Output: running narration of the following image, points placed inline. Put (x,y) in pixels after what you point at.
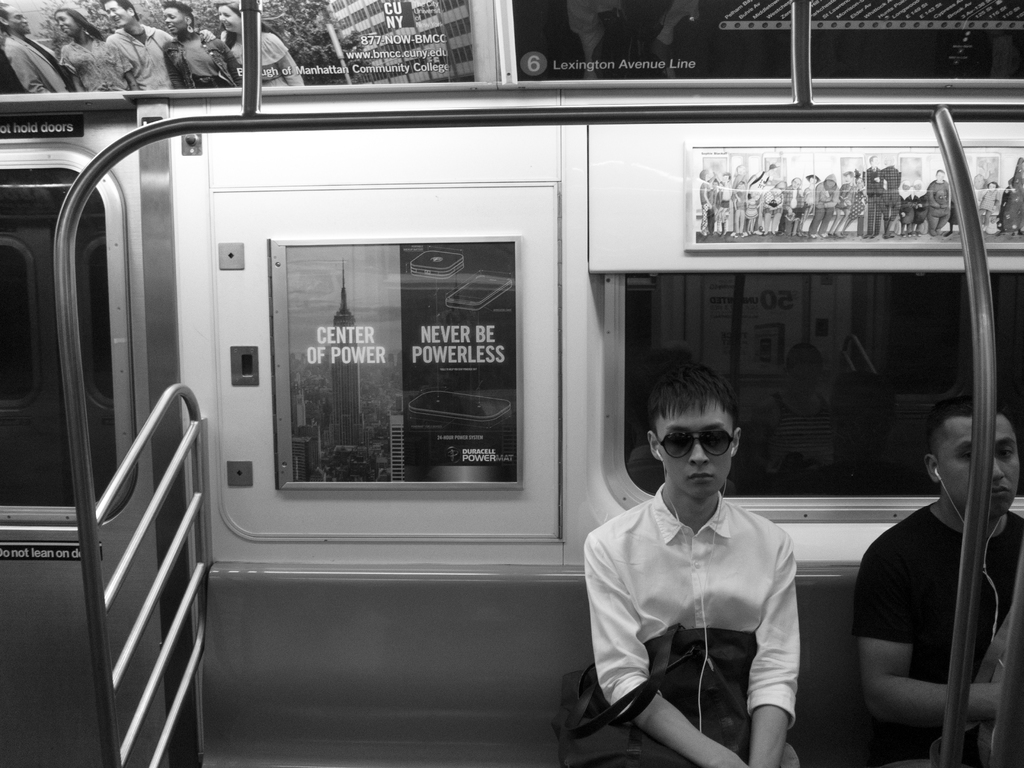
In this image, we can see two persons (747,573) inside the vehicle (664,169). These two persons (648,593) are wearing clothes (697,546).
